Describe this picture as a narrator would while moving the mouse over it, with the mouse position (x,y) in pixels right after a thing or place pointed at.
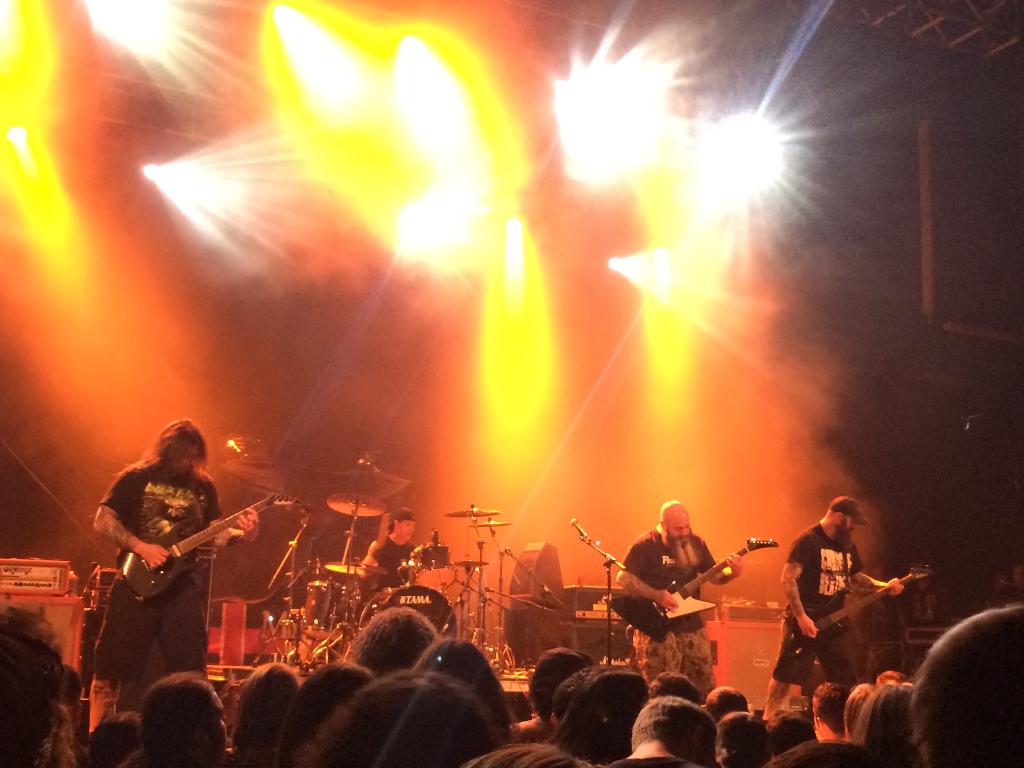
The image is taken in a musical concert. On the left side of a image there is a man (164,609) playing a guitar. In the center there is a man (385,573) who is playing a band (417,581). On the right side of the image (789,685) there are two men (708,680) playing a guitar (690,600). There is a mic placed before them. There is a crowd (429,716) who are listening to the music and there are lights (588,154) which are attached to the roof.
